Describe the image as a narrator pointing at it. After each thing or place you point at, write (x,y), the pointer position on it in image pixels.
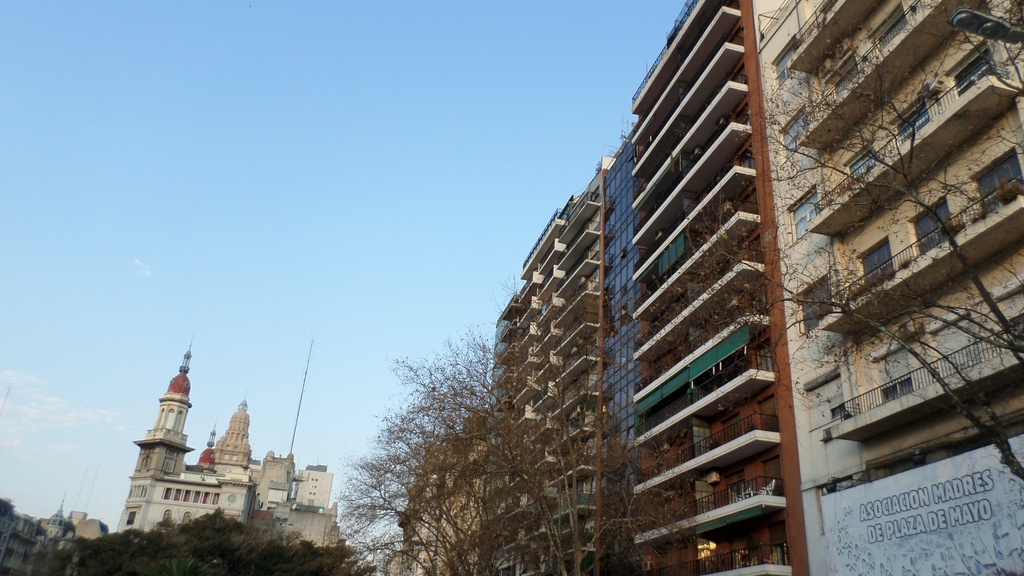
This is the picture of a city (465,476). In this image there are buildings (522,378) and trees (358,571). On the right side of the image (969,469) there is a board (960,561) on the building (1008,396) and there is a text (915,506) on the board (945,539). In the top right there is a street light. At the top (527,112) there is sky (529,131) and there are clouds (44,405).
